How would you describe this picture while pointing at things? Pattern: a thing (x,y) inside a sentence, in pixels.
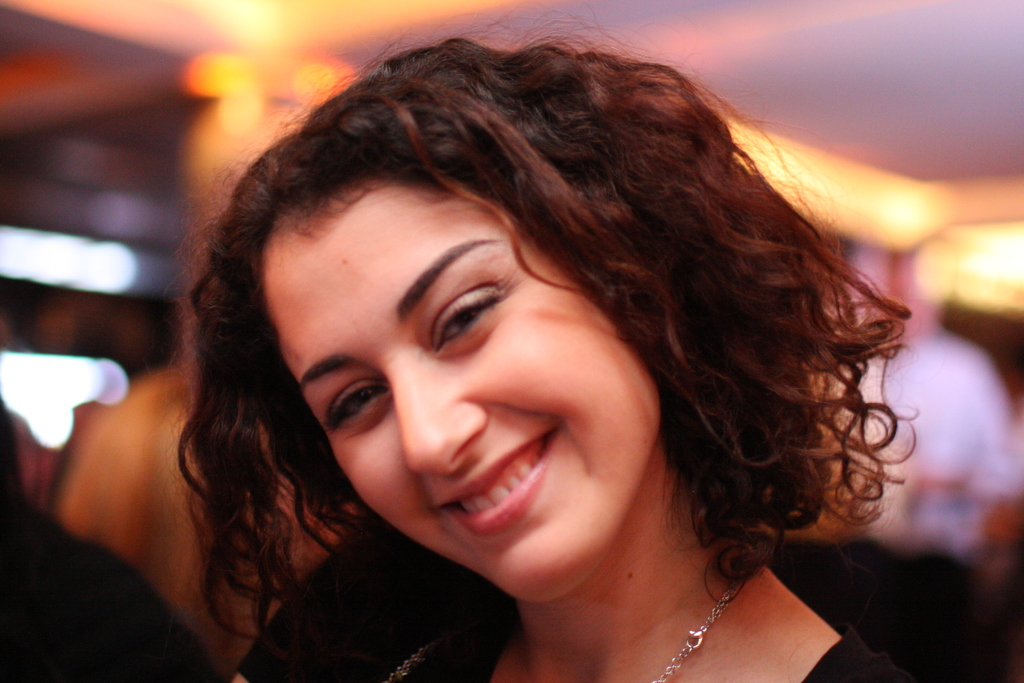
In the picture I can see a woman (594,631) wearing a dress (857,661) and chain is smiling. The background of the image (340,4) is blurred.
